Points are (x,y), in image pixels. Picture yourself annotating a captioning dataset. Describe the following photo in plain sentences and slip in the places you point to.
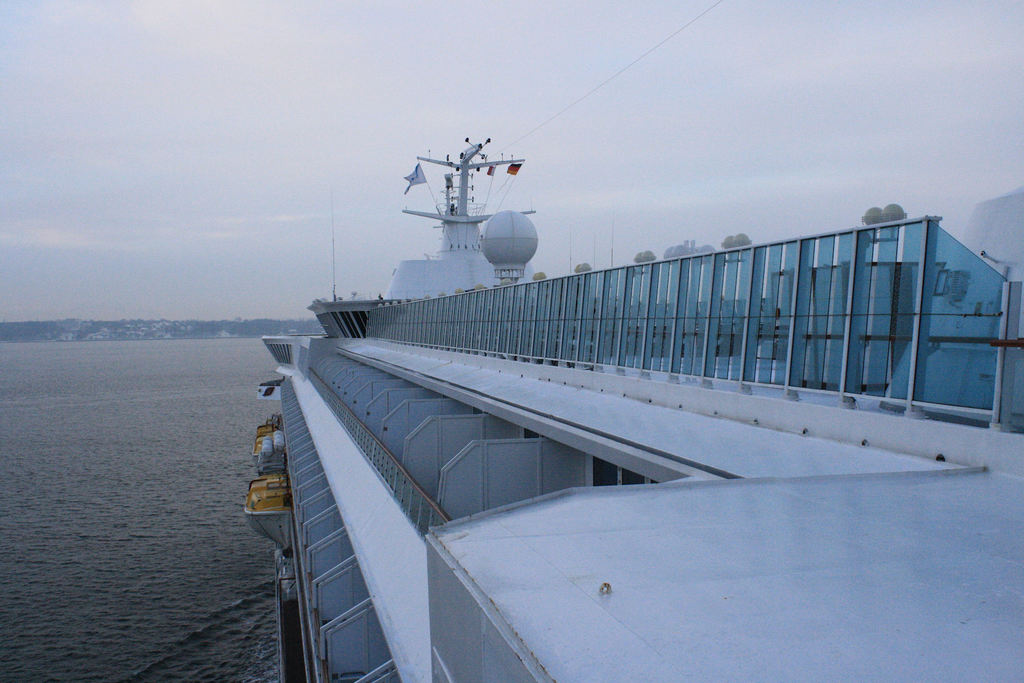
In this image we can see a ship (377,343) on the water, there is a flag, lights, grills (739,273), also we can see the mountains (277,324), and the sky (254,172).
